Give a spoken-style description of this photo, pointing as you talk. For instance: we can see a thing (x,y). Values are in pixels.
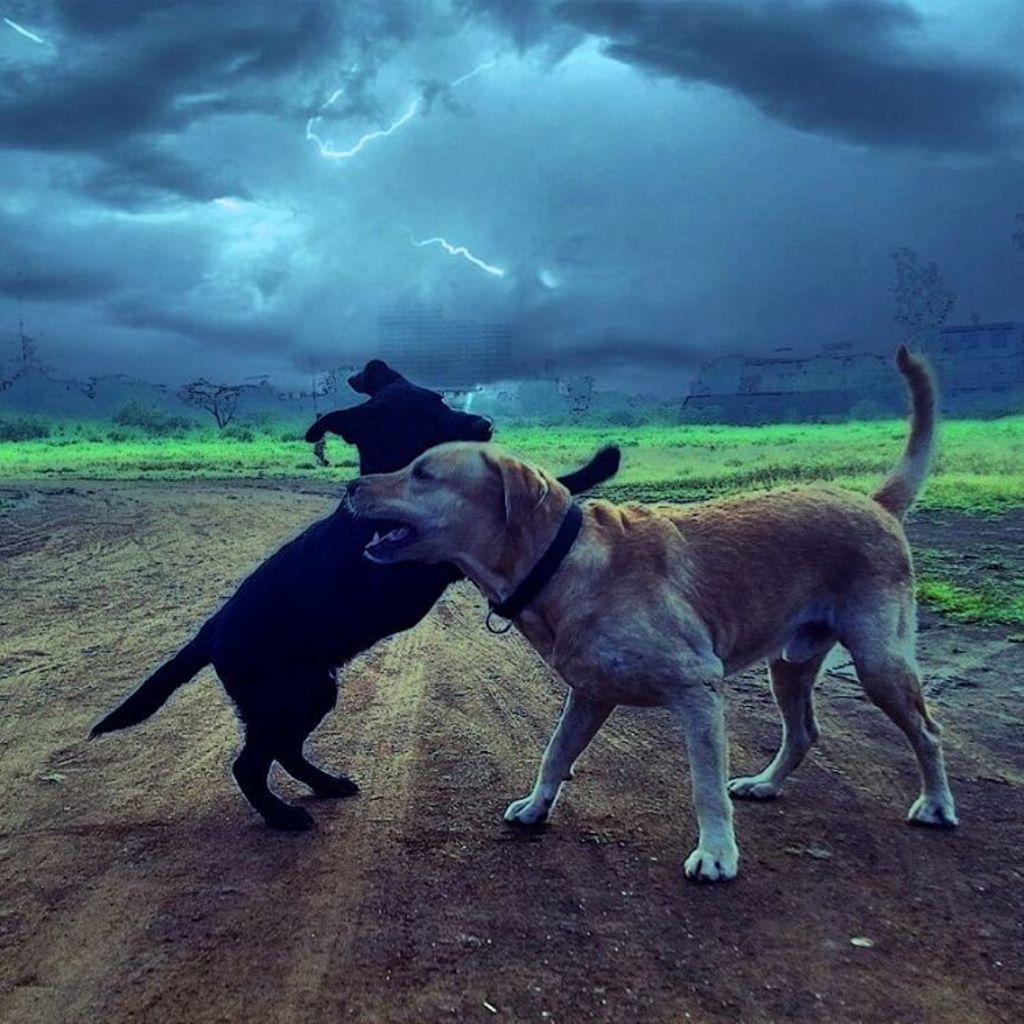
In this image we can see two dogs (638,585) playing, in the background of the image (734,455) there is grass (770,461) and buildings (464,372).
